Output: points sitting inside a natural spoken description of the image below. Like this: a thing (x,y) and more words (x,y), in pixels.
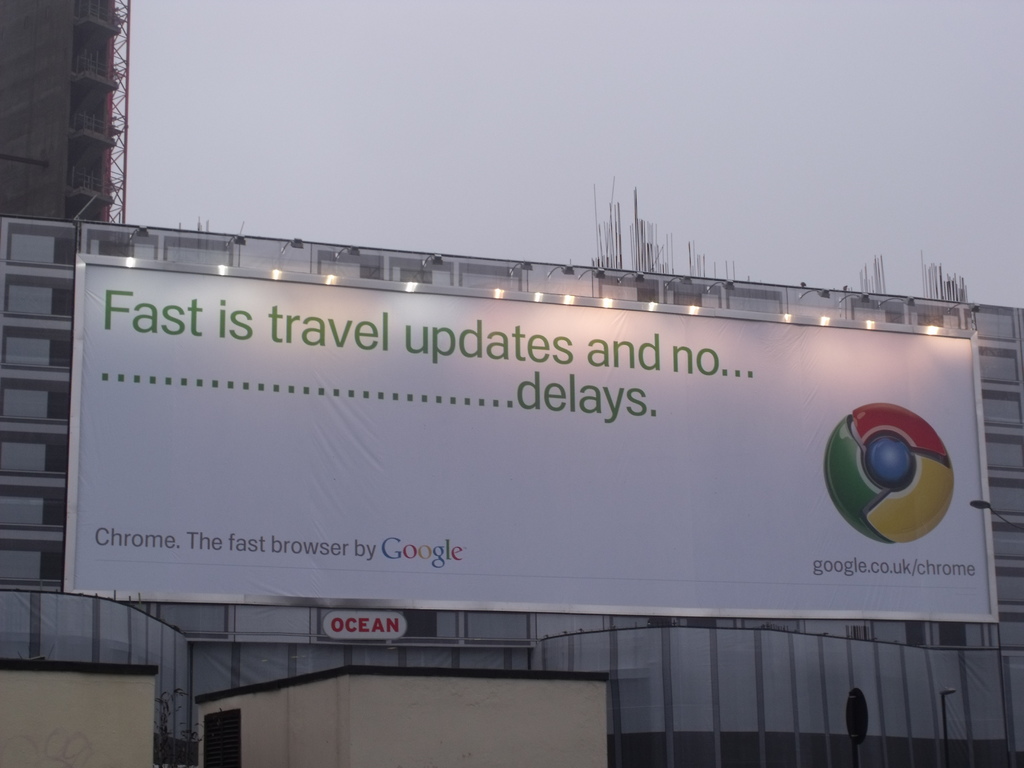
In this image, in the middle (491,405) there is a banner (583,500) on that there is a text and logo (921,527), lights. In the background (952,324) there are buildings (68,168), sky (467,198).
